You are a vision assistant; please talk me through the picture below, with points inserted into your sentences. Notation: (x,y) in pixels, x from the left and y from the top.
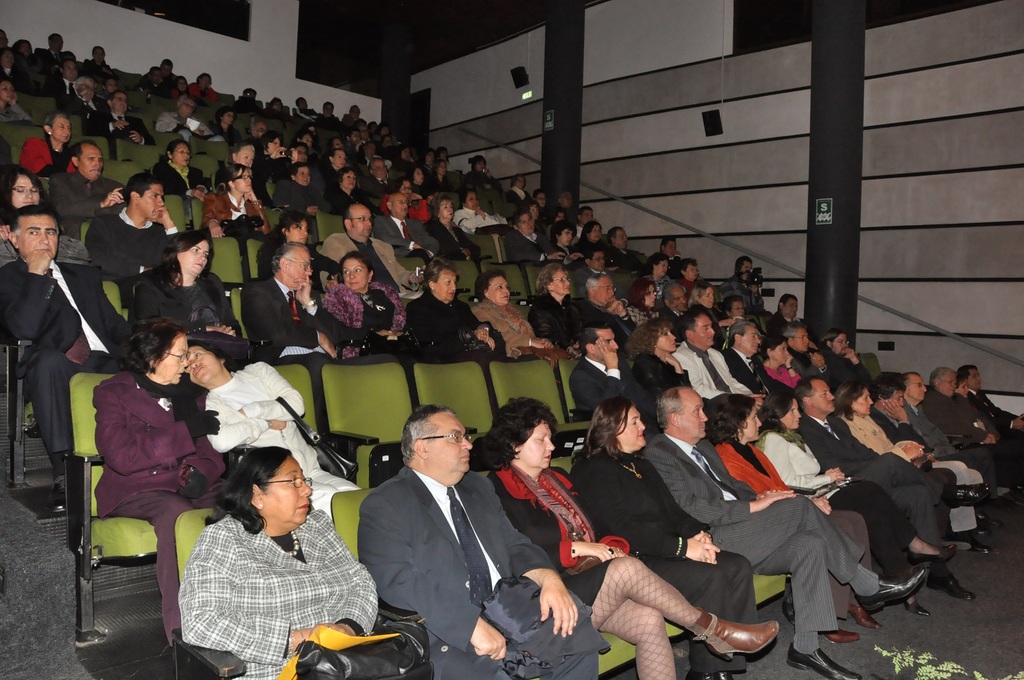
In this image we can see the crowd (397,293) sitting on the chairs (15,451). In the background (540,113) we can see walls (760,245), stairs (27,455) and floor (4,647).
